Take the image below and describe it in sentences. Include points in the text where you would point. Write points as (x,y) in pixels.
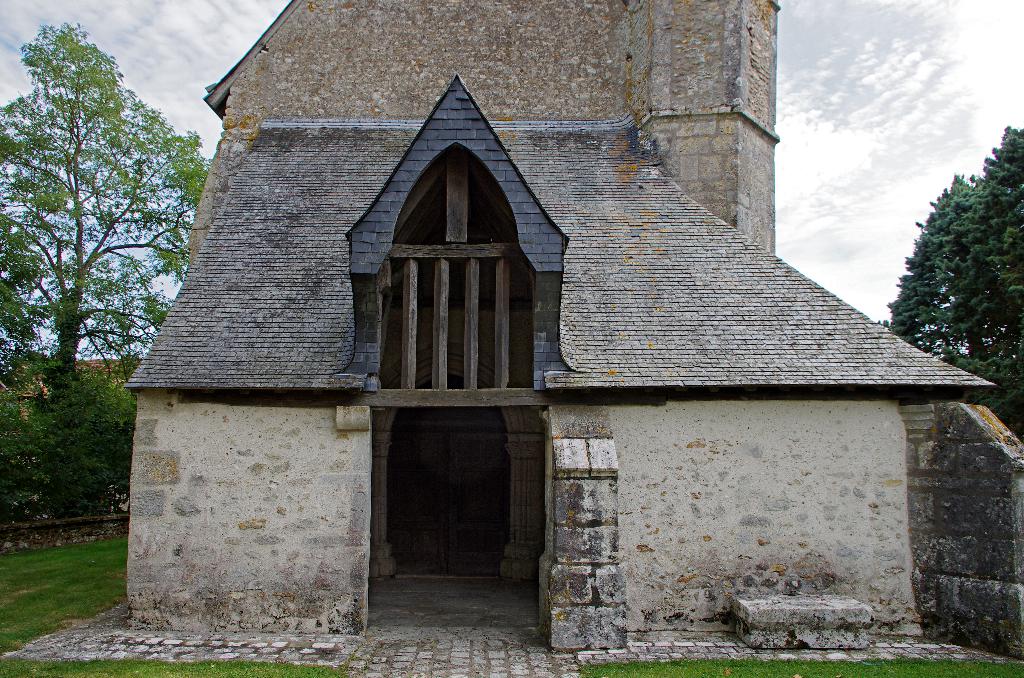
As we can see in the image there is a building (420,389), grass (70,588), plants (69,509) and trees (138,197). At the top (908,114) there is sky (863,137).
